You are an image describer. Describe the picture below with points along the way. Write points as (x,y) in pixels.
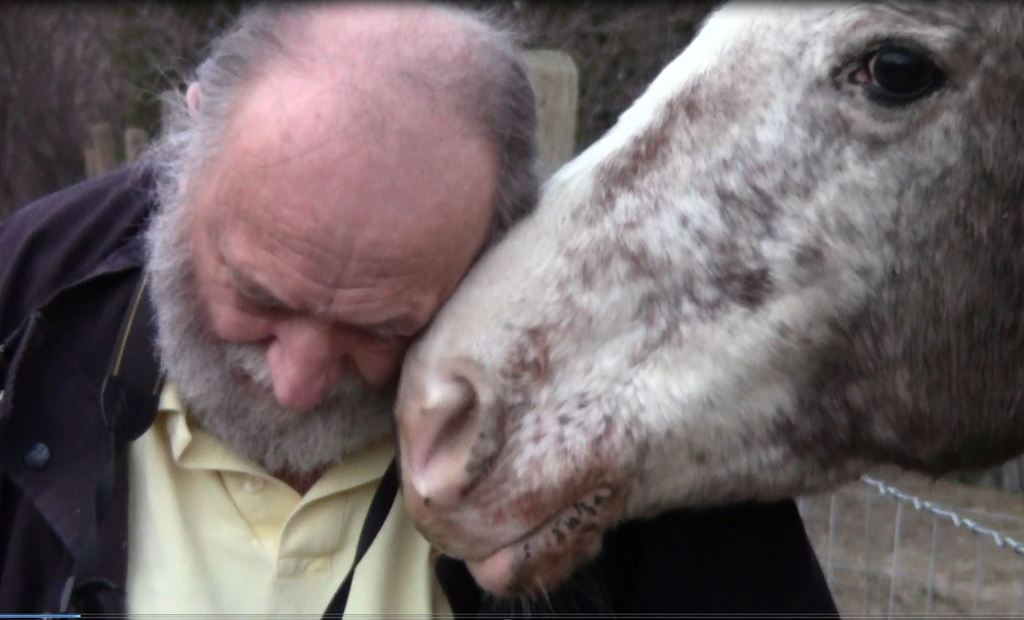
On the right side of this image (805,241) I can see an animal's head (768,267). On the left side (83,430) there is a man (112,487) wearing a black color jacket (54,289) and looking at the downwards. In the background (122,60) there are some trees (67,62). In the bottom right (930,569) there is a railing (928,566).
